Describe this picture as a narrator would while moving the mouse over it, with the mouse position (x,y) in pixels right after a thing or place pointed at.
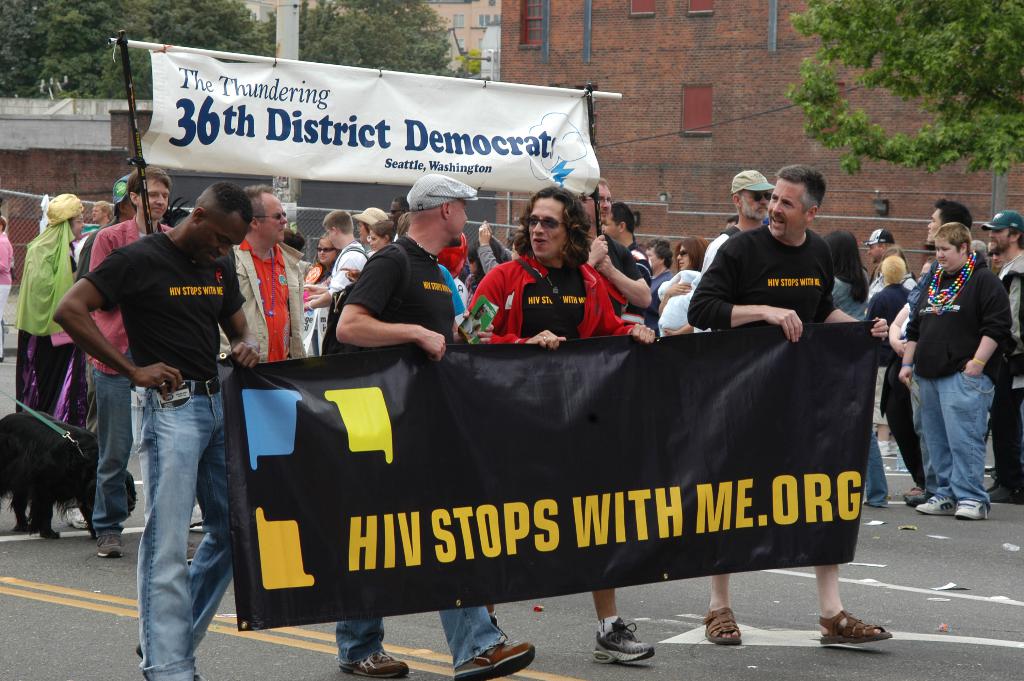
In this image in the front of there are persons (785,280) holding banner (520,451) with some text (540,536) written on it and walking. In the background (171,206) there are persons (975,250), there is a banner (295,136) with some text (297,136) and numbers (212,135) written on it, there are trees (393,59) and buildings (541,73) and there is a net (15,227).
